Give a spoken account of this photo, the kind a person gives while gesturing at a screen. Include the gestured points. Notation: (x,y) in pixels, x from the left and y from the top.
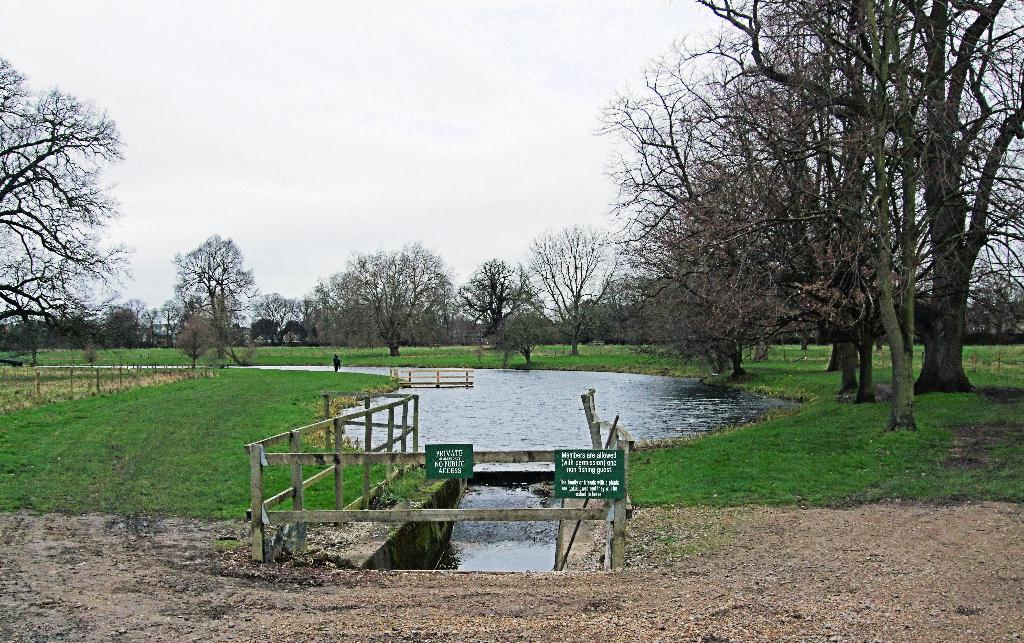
This picture is clicked outside the city. In the center (518,381) there is a water body (469,388), green grass (178,425) and trees (588,308). In the foreground (598,477) we can see the boards (574,491) attached to the guard rail (380,522). In the background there is a sky (342,231) and the trees (380,259).
